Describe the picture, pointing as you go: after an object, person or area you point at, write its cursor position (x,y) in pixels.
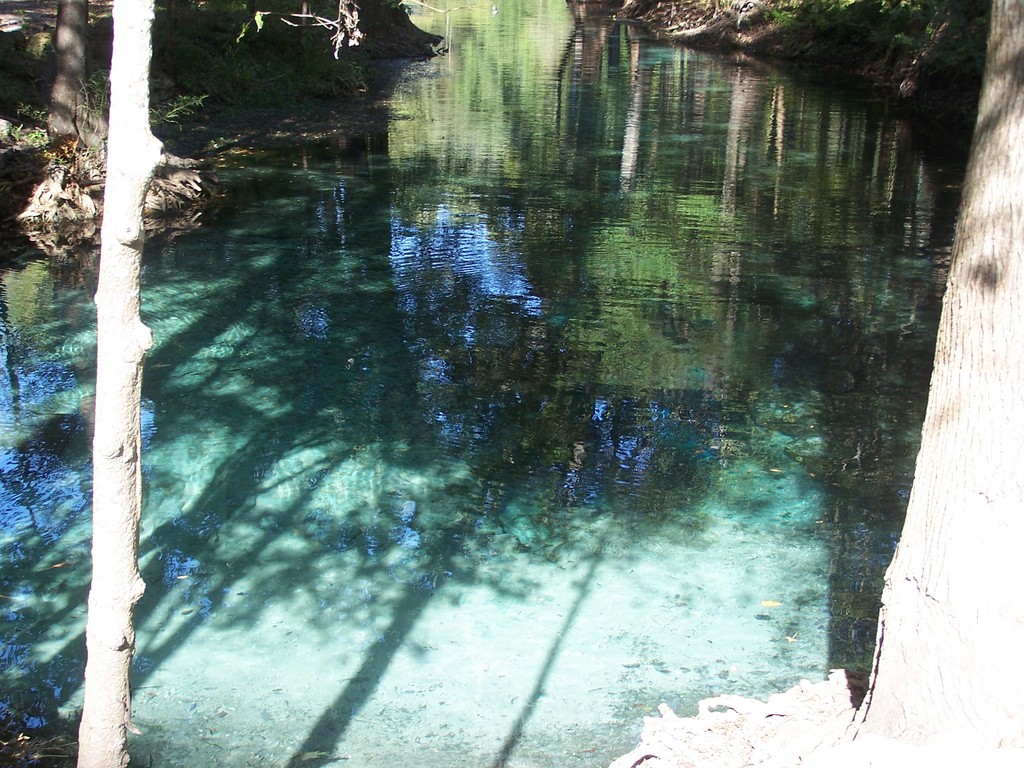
In the center of the image (545,417) water (463,244) is present. On the left (190,106) and right side of the image (981,45) trees (991,70), grass (871,17) are present. At the top left corner (33,36) ground (44,88) is there.
